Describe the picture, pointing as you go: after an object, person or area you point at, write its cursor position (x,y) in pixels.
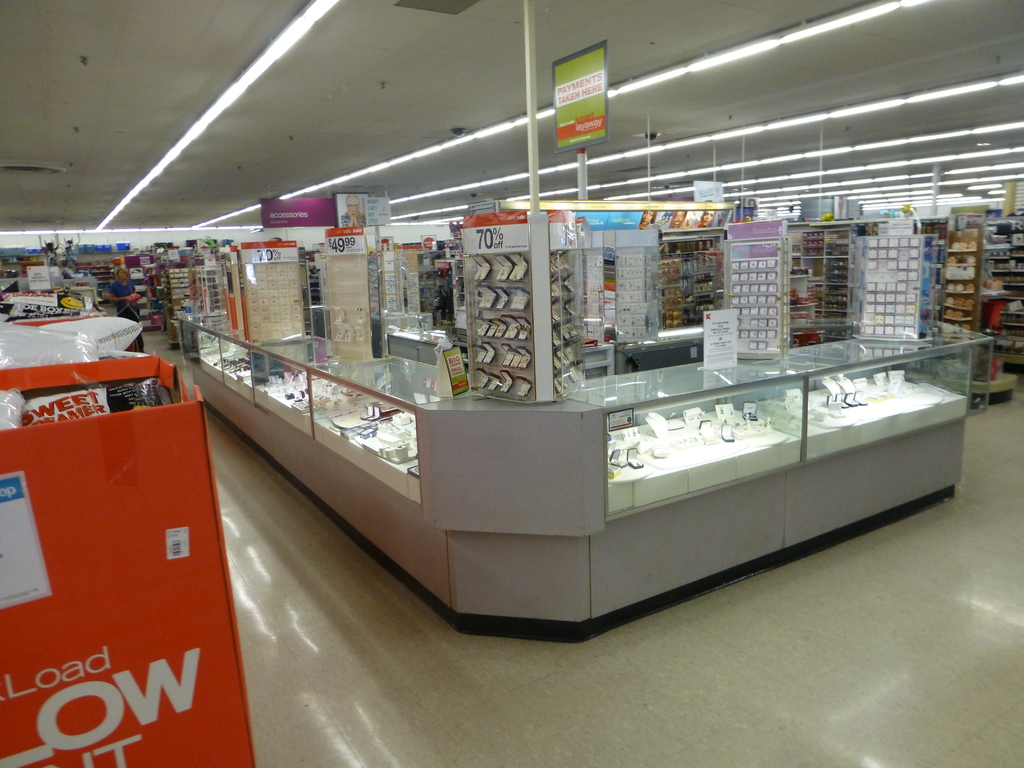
In this image, I can see the objects (350,419), which are kept in the racks (766,286) and display cabinets (621,408). At the top of the image (193,148), I can see the tube lights (316,7) attached to the ceiling (381,117). At the bottom of the image (310,589), I can see the floor (392,718).
